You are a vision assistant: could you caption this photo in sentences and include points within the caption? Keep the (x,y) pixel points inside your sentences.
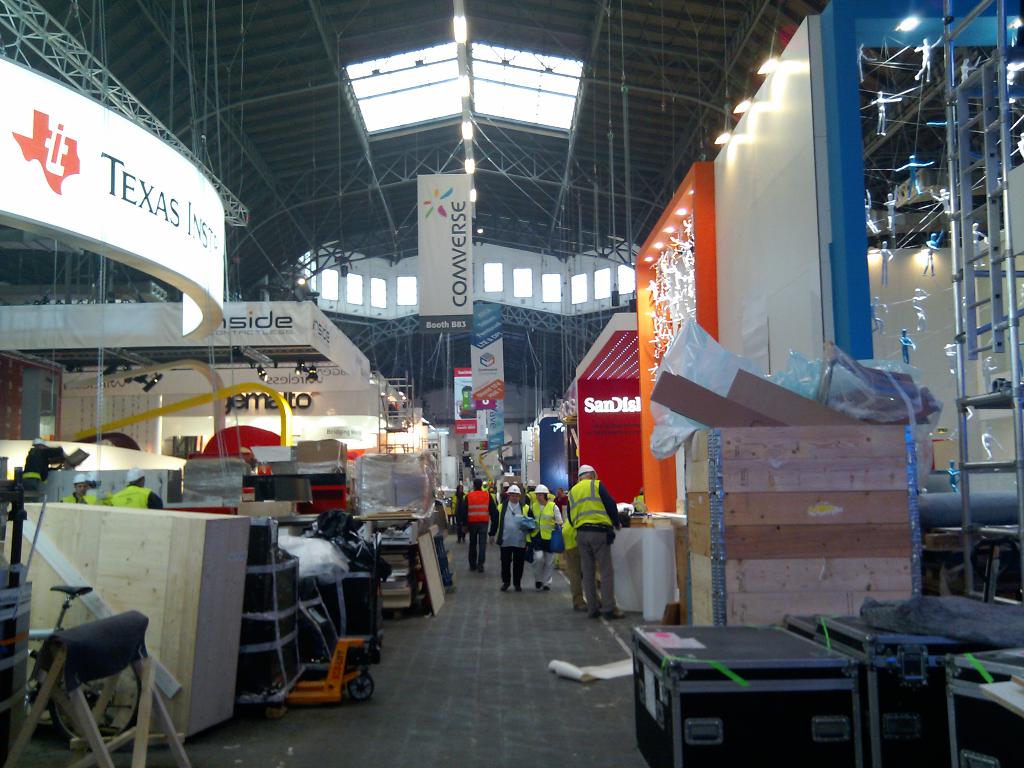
The picture is clicked inside an exhibition hall (133,88). In the foreground of the picture (719,561) there are boxes (780,503), wooden objects (768,472), covers (350,547), chairs (134,635), bicycle (58,590), people (137,497) and other objects (416,568). At the top (383,81) there are lights (466,72) to the ceiling (301,211). In the background (445,179) there are name plates (289,375), banners (461,319), people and other objects (546,432).
